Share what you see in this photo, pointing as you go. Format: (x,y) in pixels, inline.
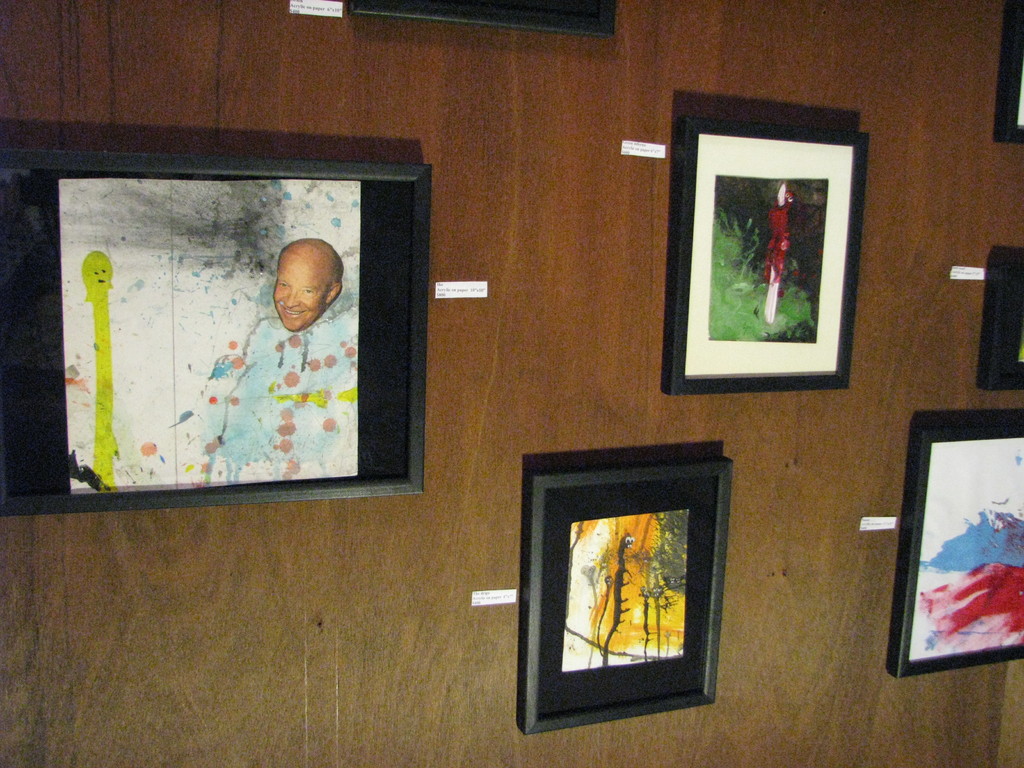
In this image I can see few frames (818,299) attached to the brown color surface (569,325).
